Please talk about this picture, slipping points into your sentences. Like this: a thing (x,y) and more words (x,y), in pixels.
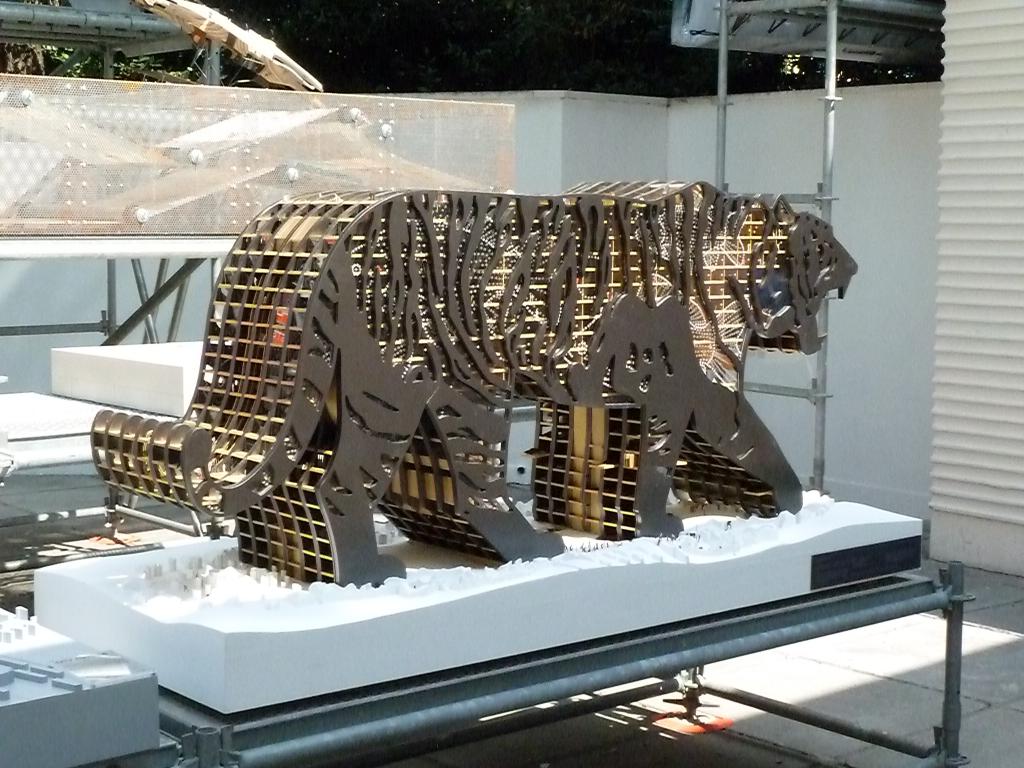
Here we can see a statue of a tiger (722,370). This is floor (927,667). In the background (912,376) we can see a wall (648,157) and poles (828,176).
